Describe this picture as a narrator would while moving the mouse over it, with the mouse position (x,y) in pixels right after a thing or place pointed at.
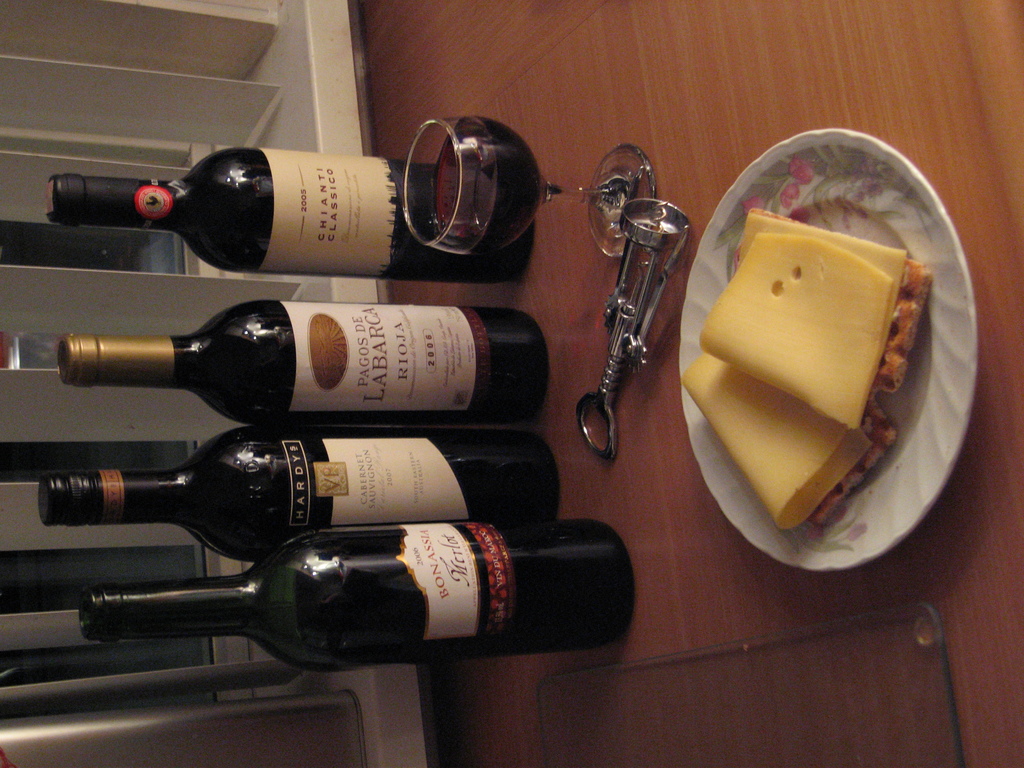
In this image I can see the wine bottles (251,368) with stickers (445,365). In-front of the bottles (288,364) I can see the glass (493,208), cork opener (608,400) and the plate (890,217) with food (767,282). These are on the brown color surface (553,19).
